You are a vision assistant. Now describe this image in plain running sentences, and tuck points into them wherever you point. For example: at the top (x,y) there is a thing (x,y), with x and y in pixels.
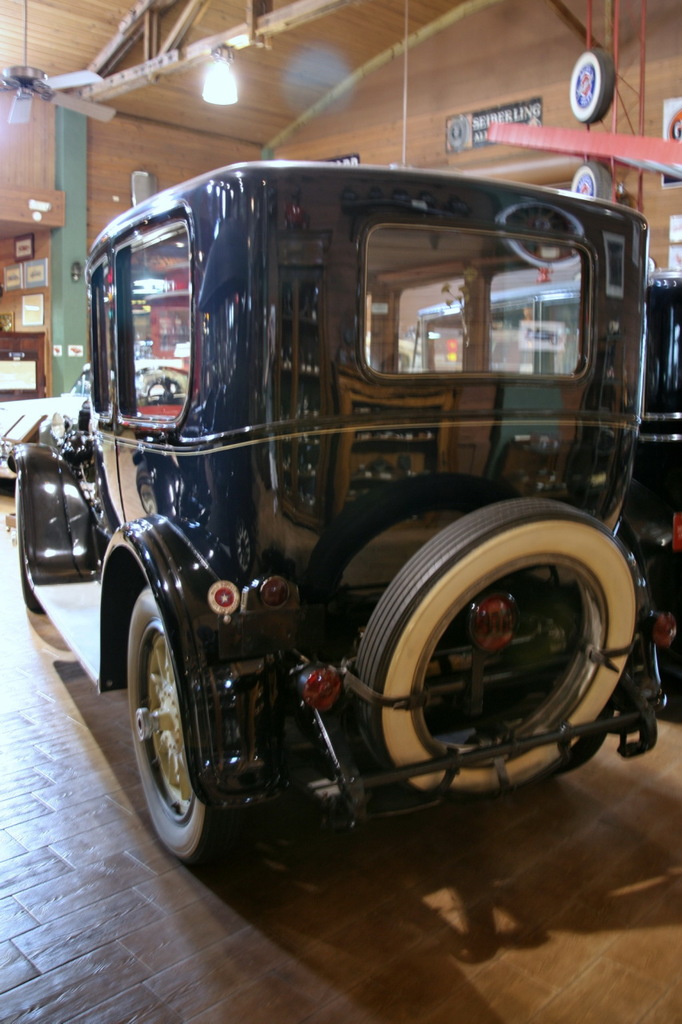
In this image I can see a vehicle (293,588) visible on the floor (64,931), at the top (219,62) I can see the wall (133,138), light (216,85) and I can see a rack (30,339) on the left side (30,229).
